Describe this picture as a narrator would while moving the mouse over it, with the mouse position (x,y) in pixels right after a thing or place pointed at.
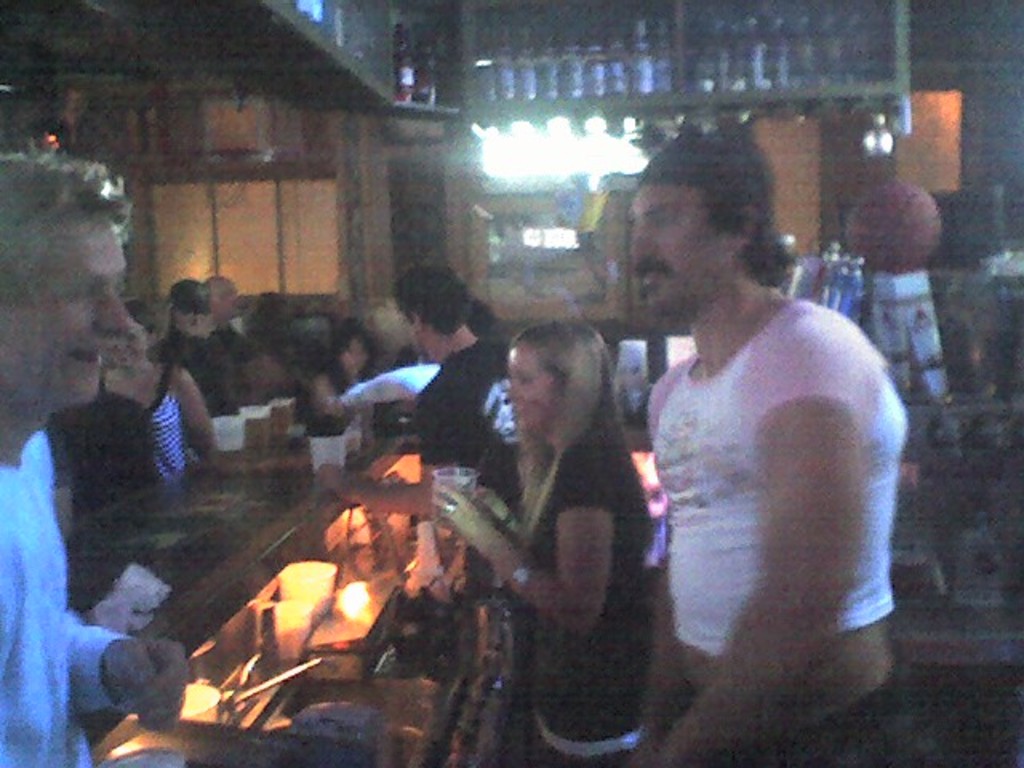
In this image, we can see a lady (527,531) holding glass (461,497) in her hands (467,509) and there are many people (234,352), we can see some glasses (261,439) placed on the table (234,537). At the top (642,58), there are bottles (618,65) in the shelf (755,94).
